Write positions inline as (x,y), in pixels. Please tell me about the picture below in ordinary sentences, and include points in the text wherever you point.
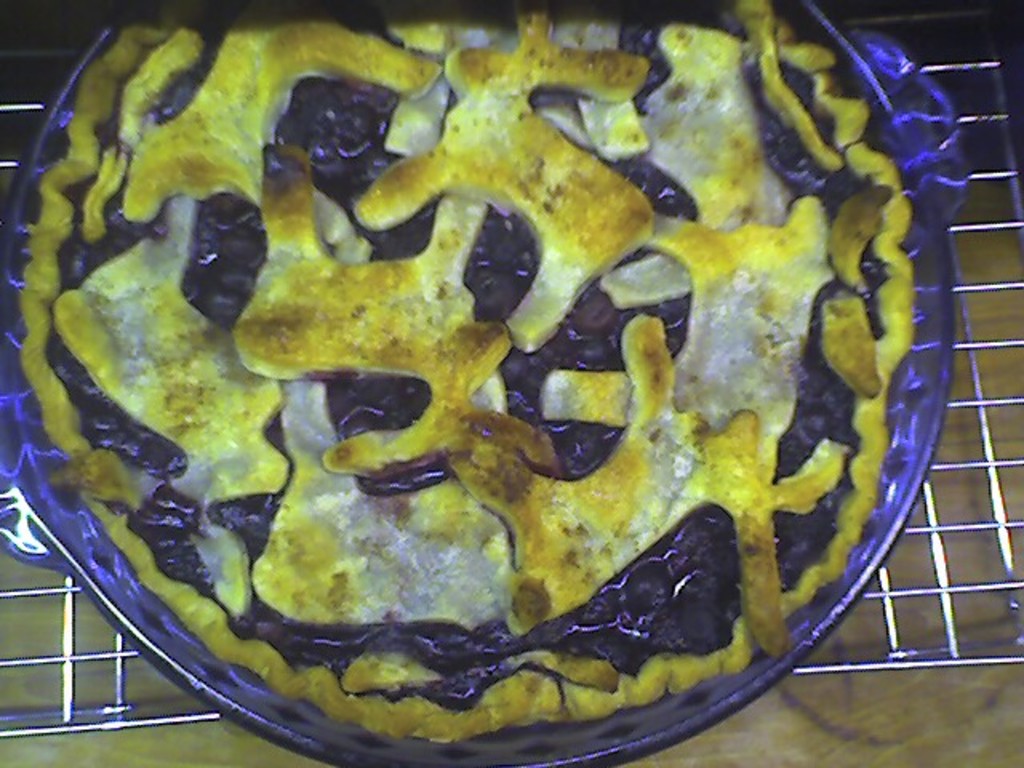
In this image there is a pie (673,496) on the pan (123,599) which is placed on the rack (67,703).
